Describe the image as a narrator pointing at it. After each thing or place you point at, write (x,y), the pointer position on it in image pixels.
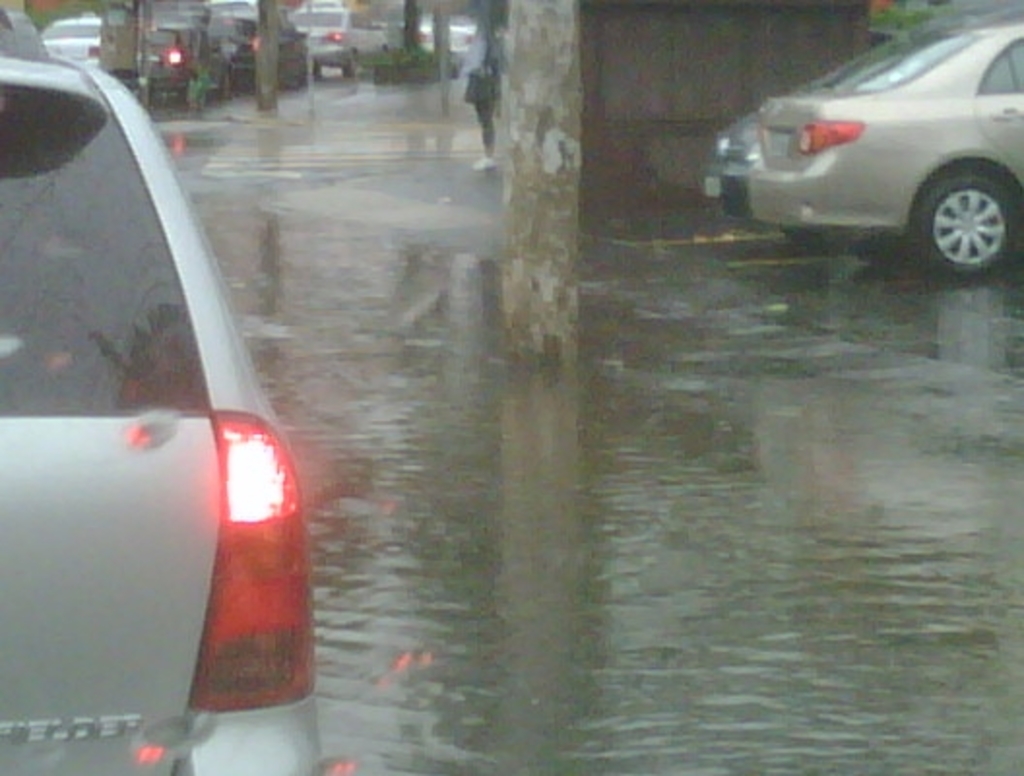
As we can see in the image there is water (421,455), tree stem (557,214), cars (42,360) and a wall (647,120).
